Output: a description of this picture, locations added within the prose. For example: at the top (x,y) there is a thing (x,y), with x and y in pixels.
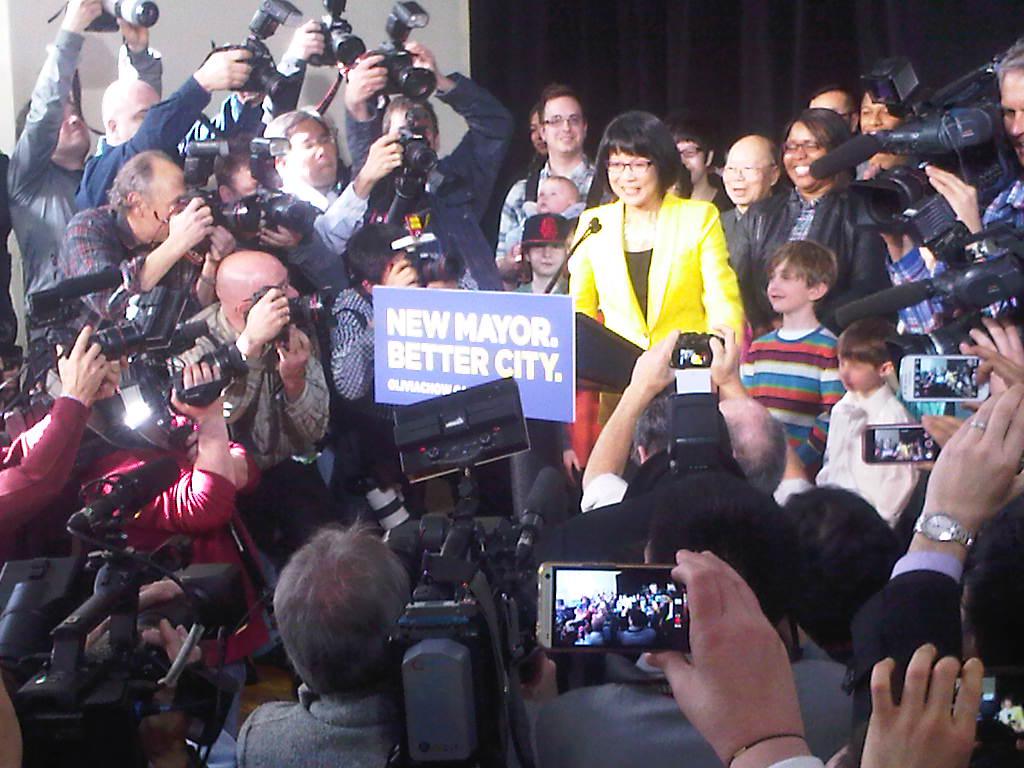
In this image we can see a woman (669,307) standing near a speaker stand (597,360) with a mic (594,229) and two children (816,381) beside her. We can also see a group of people (305,254) standing around them holding the cameras (516,586) and mobile phones (546,587). On the backside (669,82) we can see a curtain (516,163) and a wall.
